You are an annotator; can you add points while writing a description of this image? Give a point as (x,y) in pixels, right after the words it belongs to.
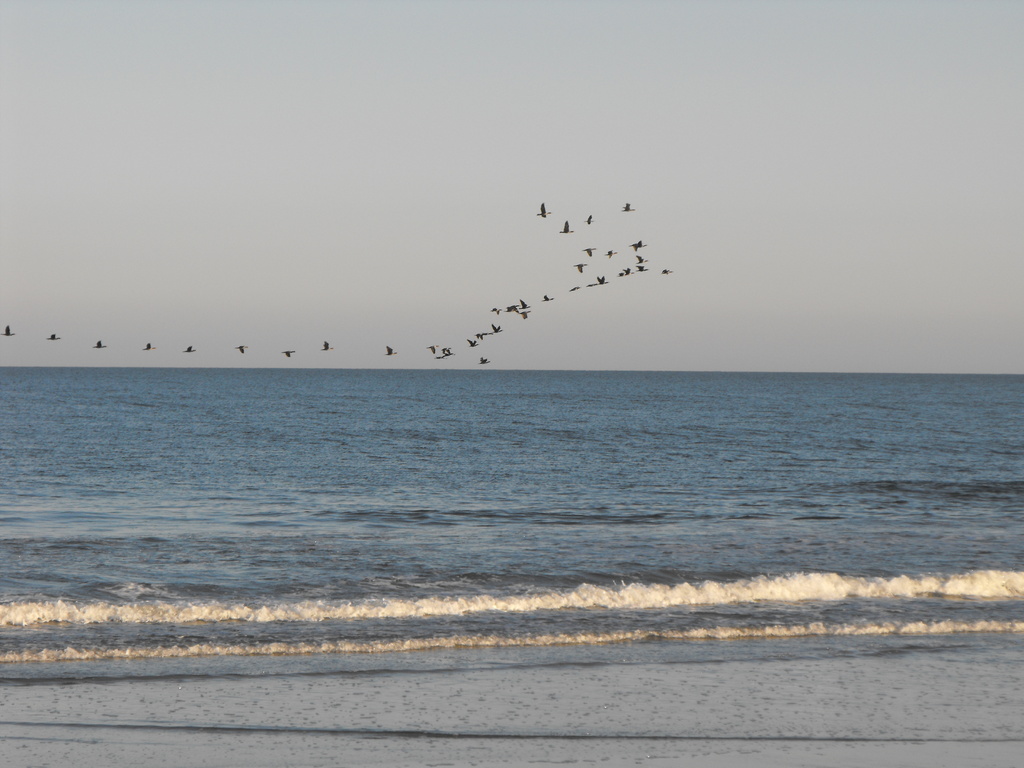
In the background (516,151) we can see the sky (449,157). In this picture we can see the birds (571,288) are flying. This picture is mainly highlighted with the sea (574,649).
